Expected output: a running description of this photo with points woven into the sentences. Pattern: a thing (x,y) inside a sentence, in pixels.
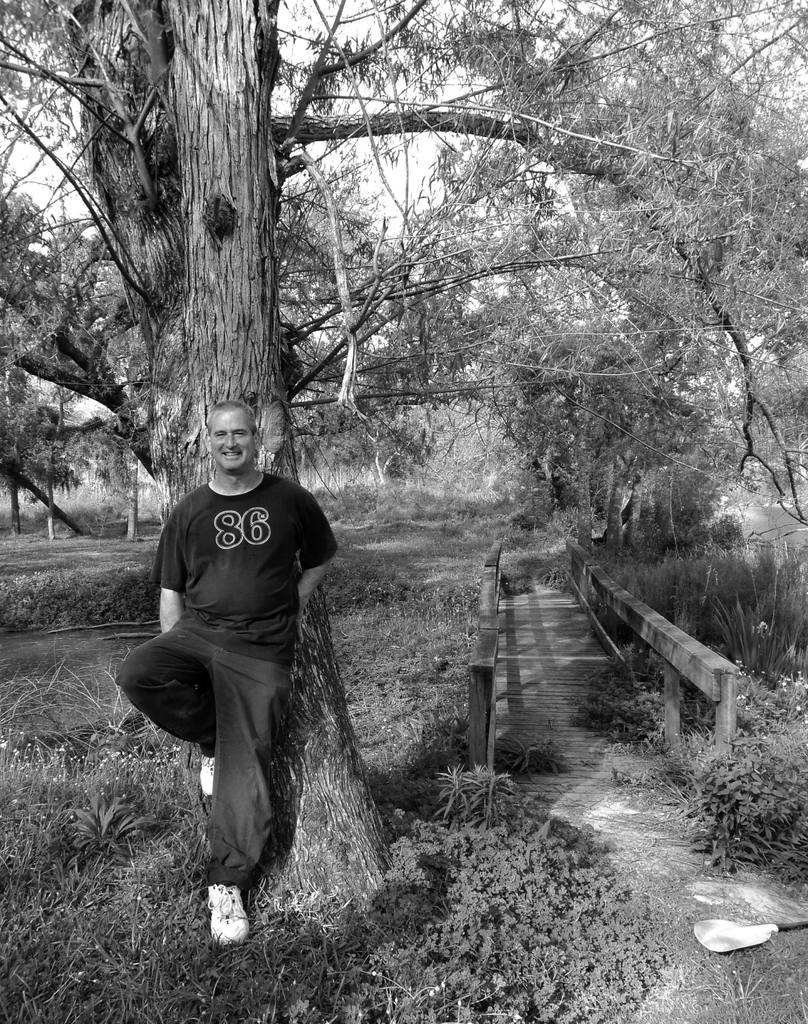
This is a black and white image, in this image in the center (275,507) there is one person (233,679) standing and smiling. And in the background (346,130) there are trees (490,477), and on the right side (584,718) there is a bridge (582,635). At the bottom (257,941) there is grass (105,908) and some plants (718,842).
